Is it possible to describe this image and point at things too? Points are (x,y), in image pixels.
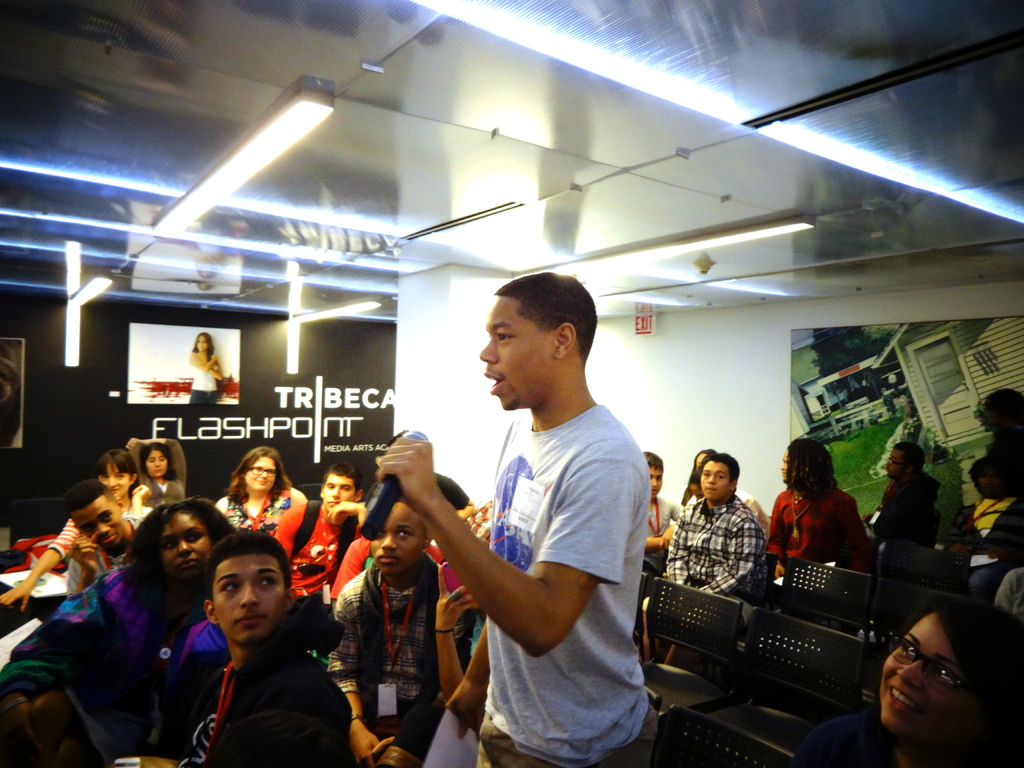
In this image I can see a person (512,696) wearing grey and blue colored dress (566,528) is standing and holding a microphone (413,434) in his hand (396,455). I can see number of persons (242,507) are sitting on black colored chairs (848,696) around him. In the background (44,422) I can see the white colored wall (711,342), the ceiling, few lights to the ceiling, the black colored wall (251,383) and few posters (5,422) attached to the wall (26,417).
